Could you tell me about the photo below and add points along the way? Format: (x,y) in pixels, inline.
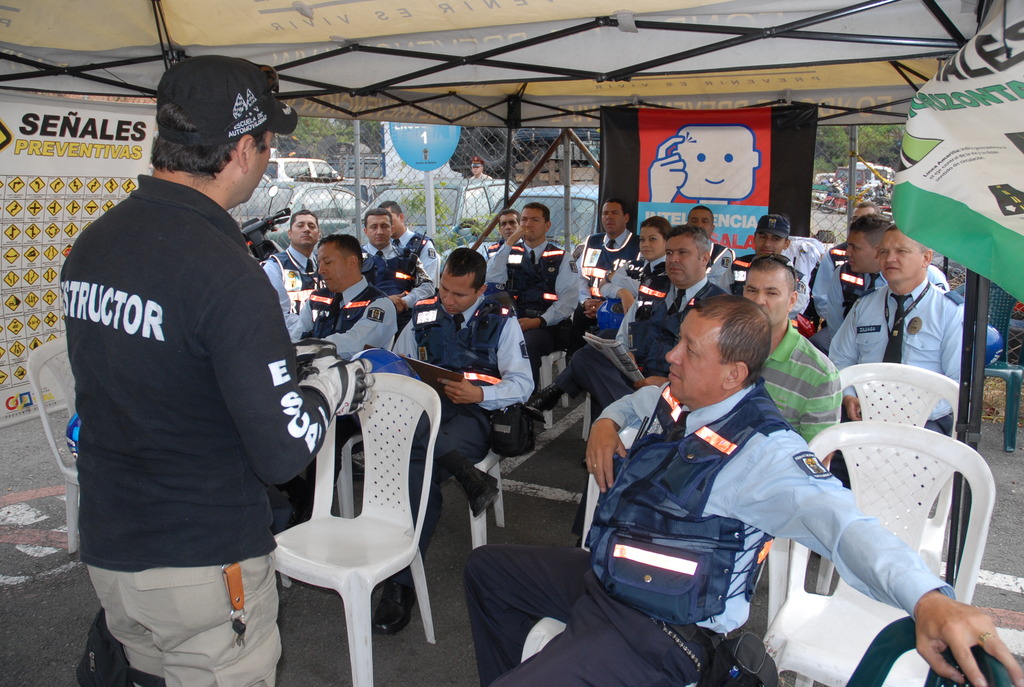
There are so many people (311,217) sitting under a tent (965,453) and one man (278,401) standing and talking to them.
